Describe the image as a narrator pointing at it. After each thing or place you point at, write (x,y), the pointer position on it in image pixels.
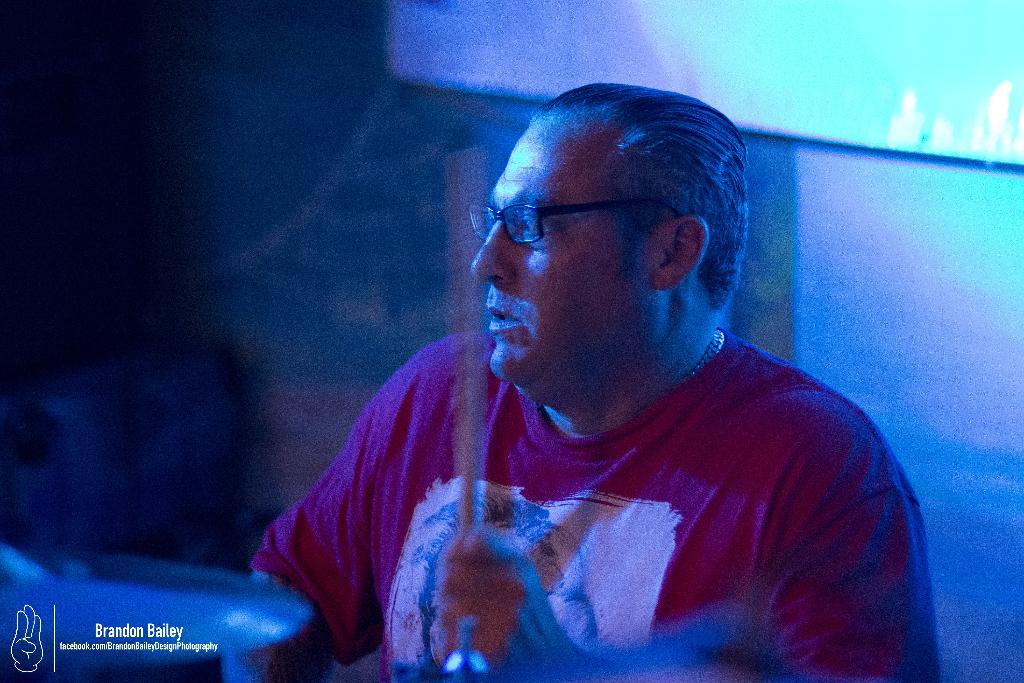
In this picture I can see a man (688,531) with spectacles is holding a stick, and there is a cymbal (170,563), and there is blur background (814,28) and there is a watermark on the image.
